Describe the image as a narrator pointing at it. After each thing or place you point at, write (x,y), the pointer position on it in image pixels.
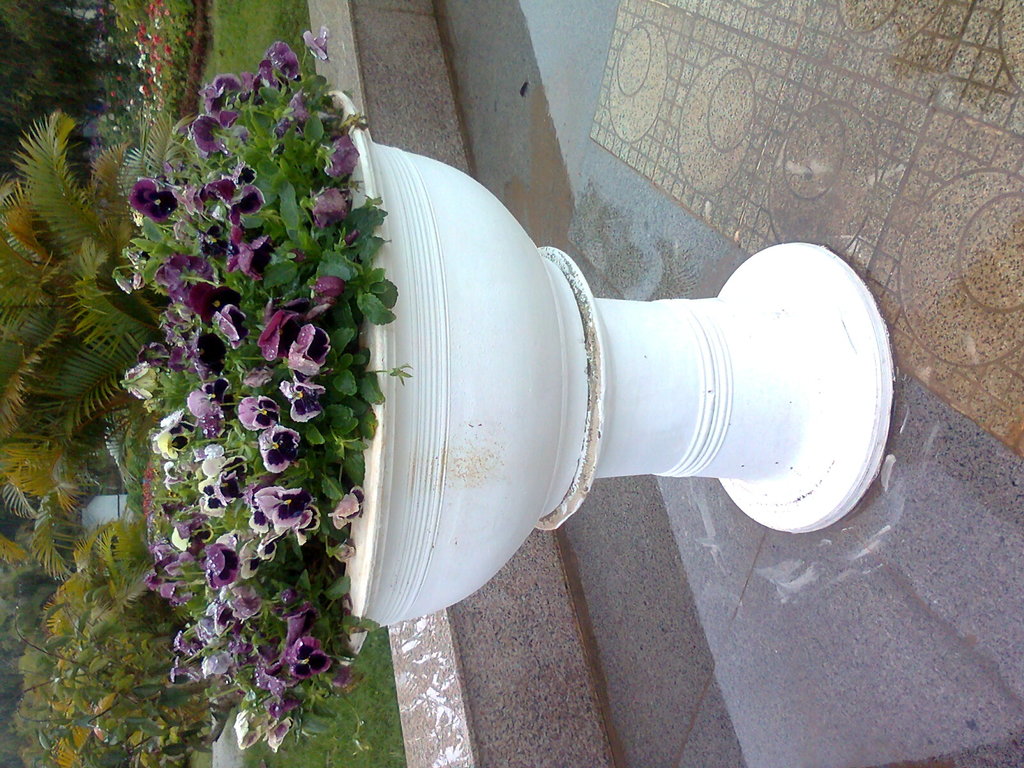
In the picture we can see a plant (293,470) in the bowl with a stand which is white in color and the flowers (227,251) are violet in color and in the background (11,88) we can see a grass surface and some plants (74,557) on it.
